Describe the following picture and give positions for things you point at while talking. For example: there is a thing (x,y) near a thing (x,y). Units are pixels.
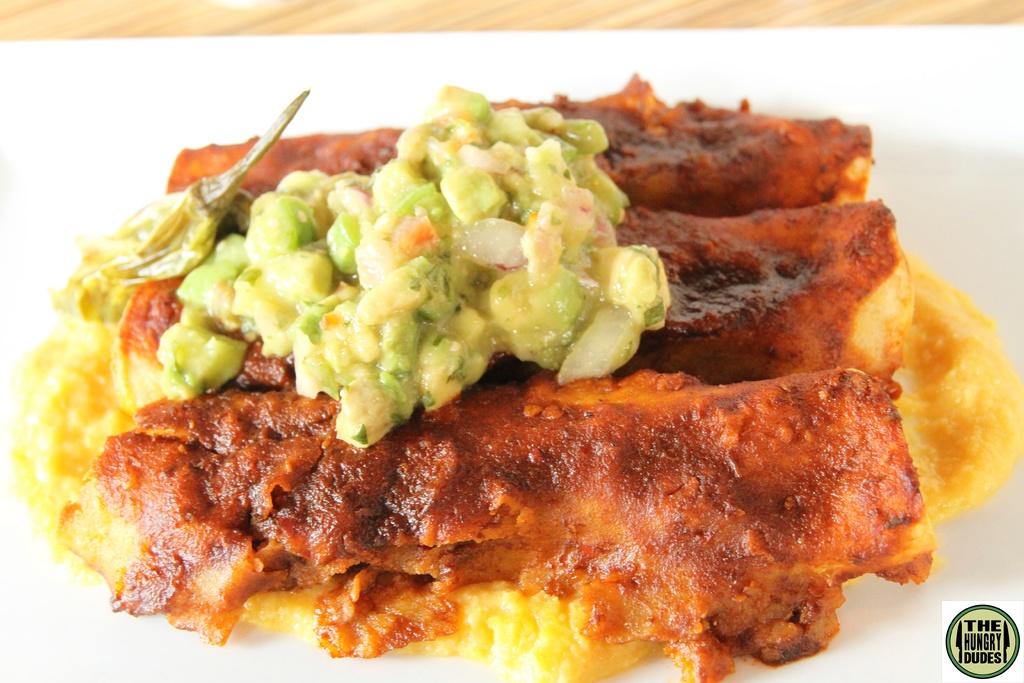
In this image I can see the food (427,285) which is in red, yellow and green color. It is on the white surface (229,131). And I can see the brown color table (530,29) in the back (360,26).
